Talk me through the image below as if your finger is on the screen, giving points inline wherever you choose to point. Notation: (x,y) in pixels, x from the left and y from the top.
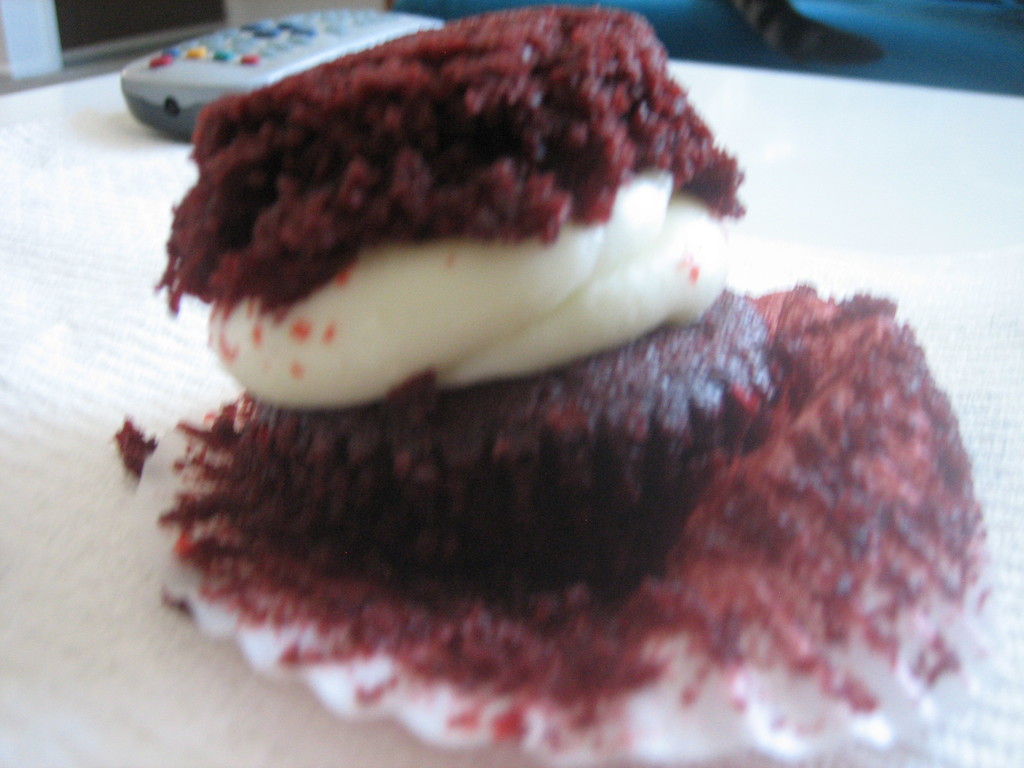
In this picture I can see food item (525,427) on the surface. I can see the remote control (238,61).
